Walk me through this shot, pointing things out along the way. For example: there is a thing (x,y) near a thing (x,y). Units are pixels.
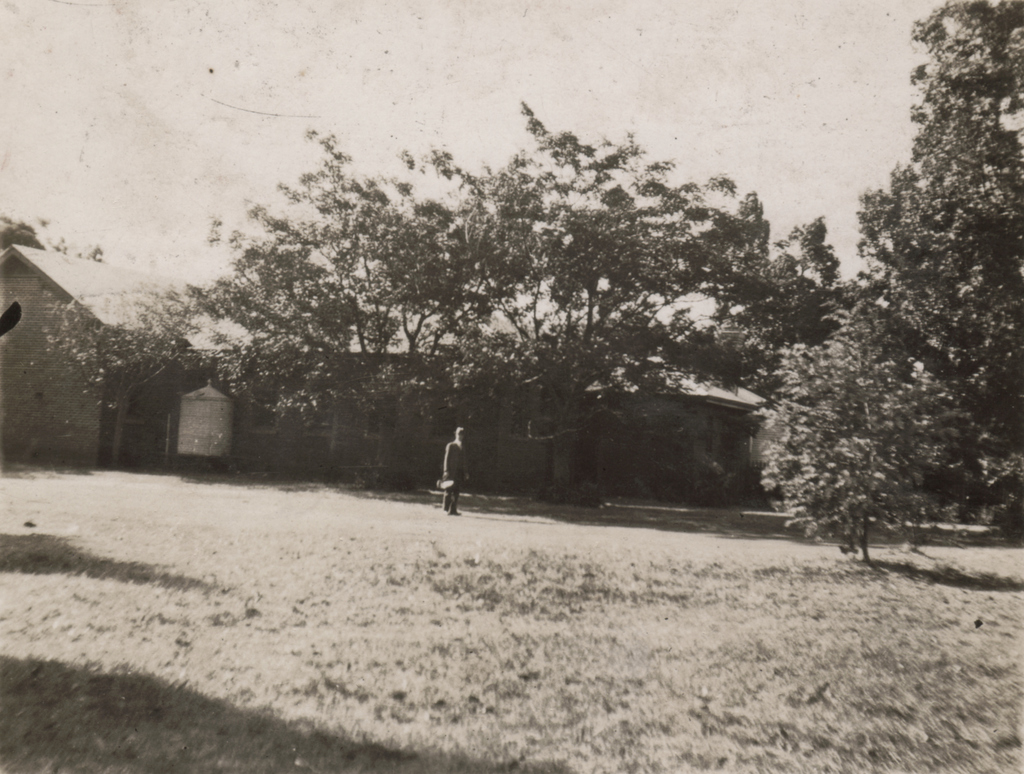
This is a black and white picture. Here we can see a person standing on the ground (398,684). This is house (657,422) and there are trees (655,287). In the background (746,98) there is sky (124,196).
